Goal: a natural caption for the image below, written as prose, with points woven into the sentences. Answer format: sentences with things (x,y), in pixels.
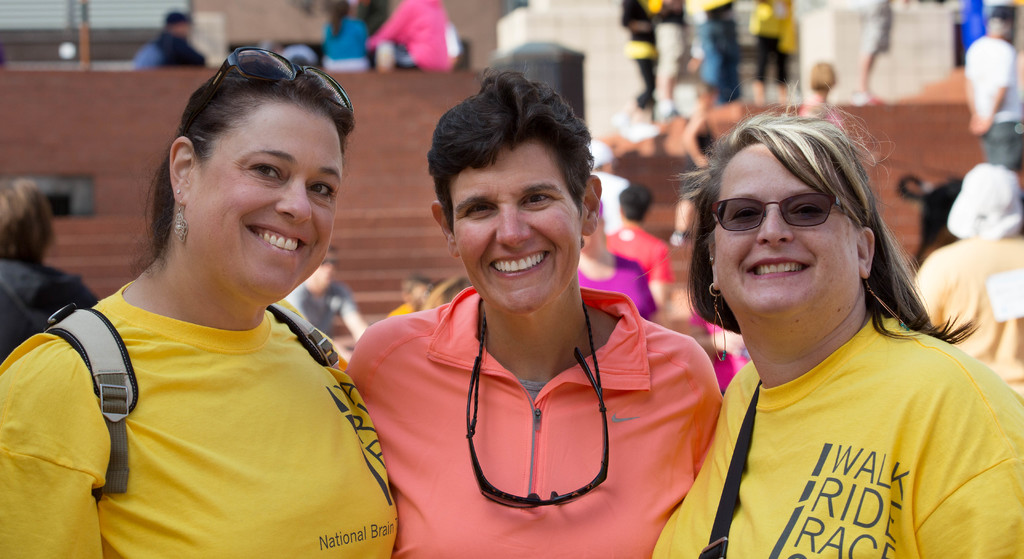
In the image we can see there are three women (534,349) wearing clothes (424,322) and they are smiling. We can even see the right side woman (791,319) is wearing an earring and spectacles (739,226) and the left side woman (163,418) is carrying a bag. Behind them there are other people (722,38) standing and some of them are sitting, they are wearing clothes (737,54) and the background (1012,122) is slightly blurred.
